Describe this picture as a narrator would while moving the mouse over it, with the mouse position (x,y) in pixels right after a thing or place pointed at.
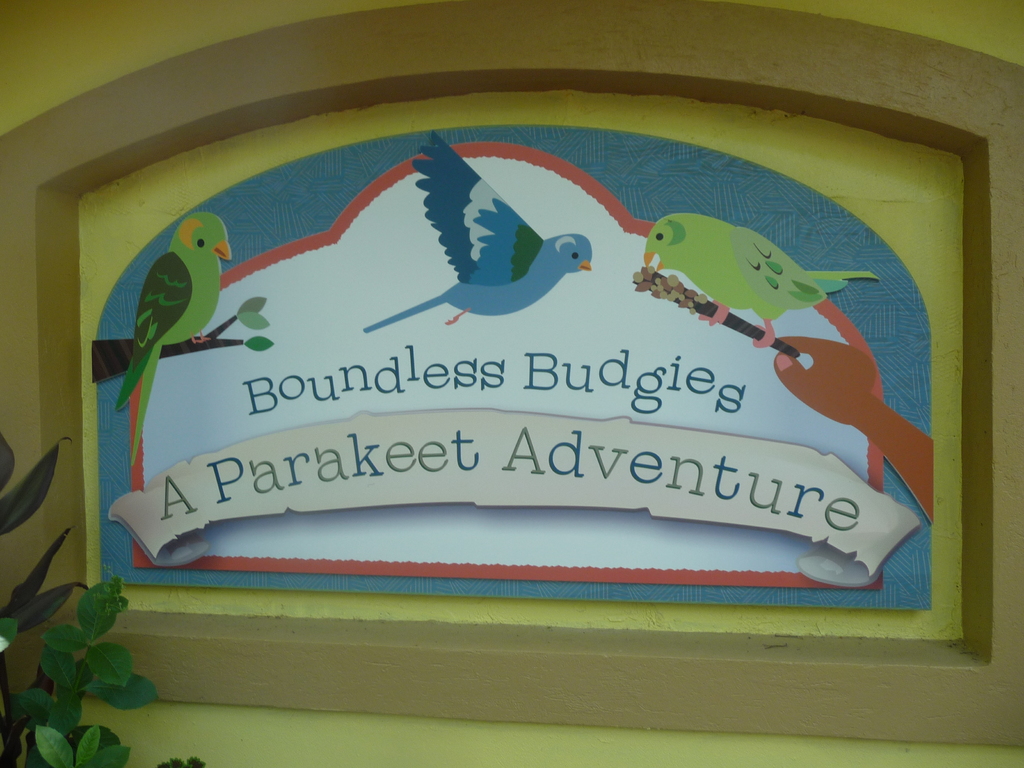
In this image there is a painting of birds (328,321) and some text (360,448) on the wall (14,106), in front of the wall (75,566) there is a plant (55,602).
